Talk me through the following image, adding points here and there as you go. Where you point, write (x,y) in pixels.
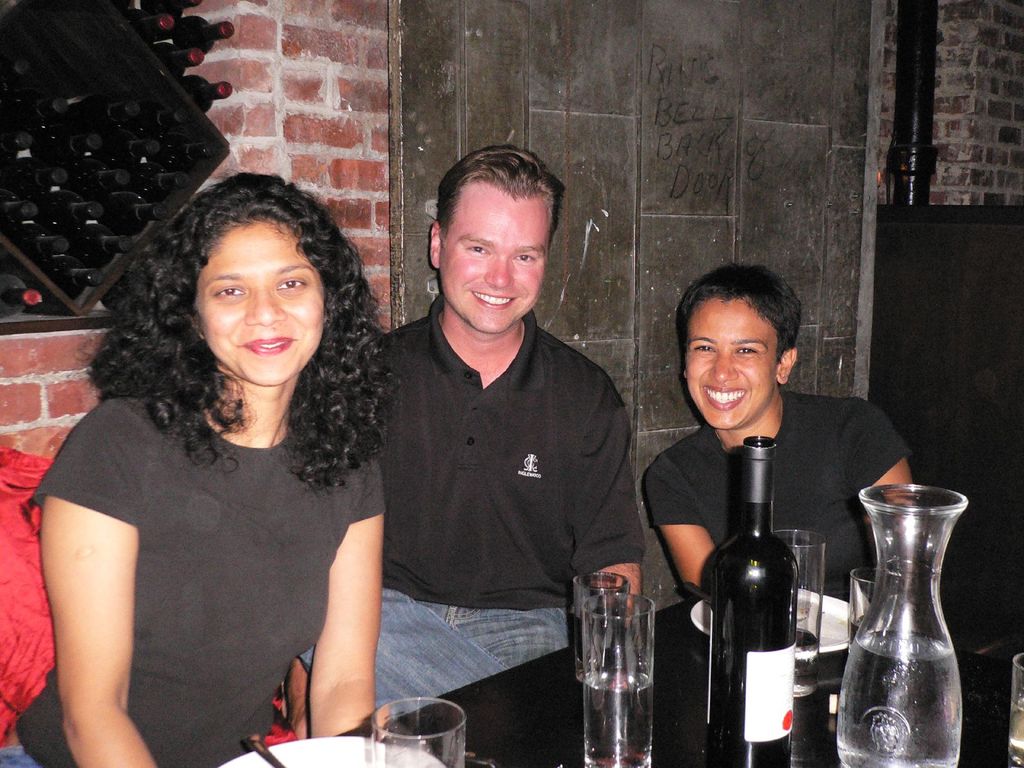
In this image we can see a man (466,420) and two women (178,652) sitting and smiling in front of the dining table (533,677) and on the table (701,767) we can see the plates (837,607), spoons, glasses (457,722), jar (857,634) and also a bottle (738,600). In the background (447,41) we can see the door (826,104), wall (973,70) and also some bottles (162,60).
